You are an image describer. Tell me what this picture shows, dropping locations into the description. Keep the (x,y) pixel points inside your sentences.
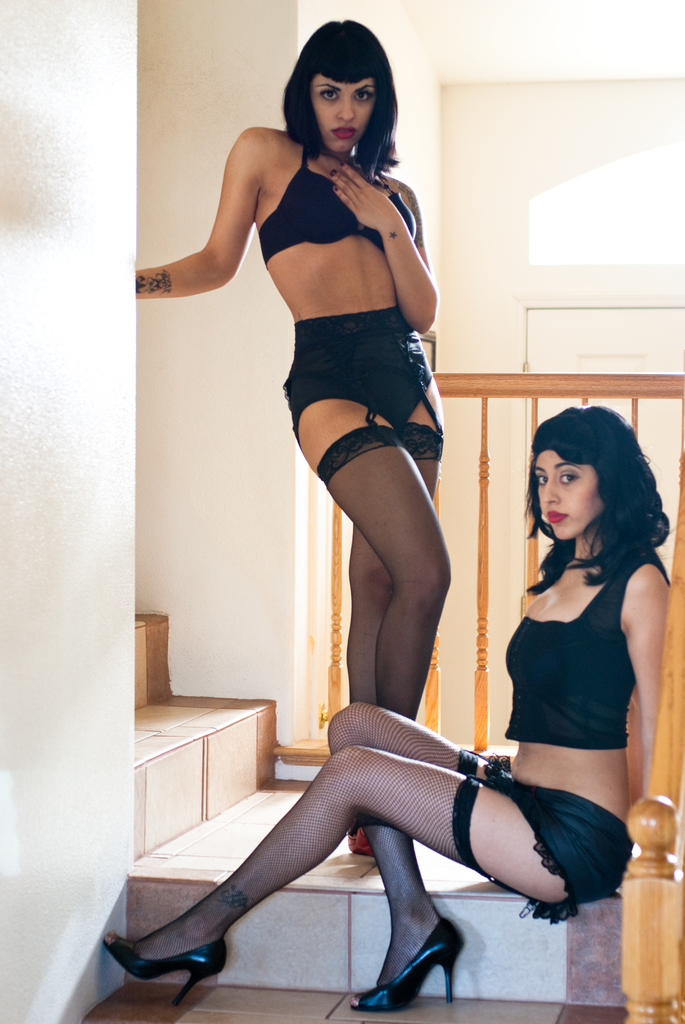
There are two women (584,409) in black color bikinis (622,863). One of them is standing and other one is sitting on a step (452,881). Beside her, there is a wooden fence (649,378). In the background (566,101), there is a white wall (152,84).
